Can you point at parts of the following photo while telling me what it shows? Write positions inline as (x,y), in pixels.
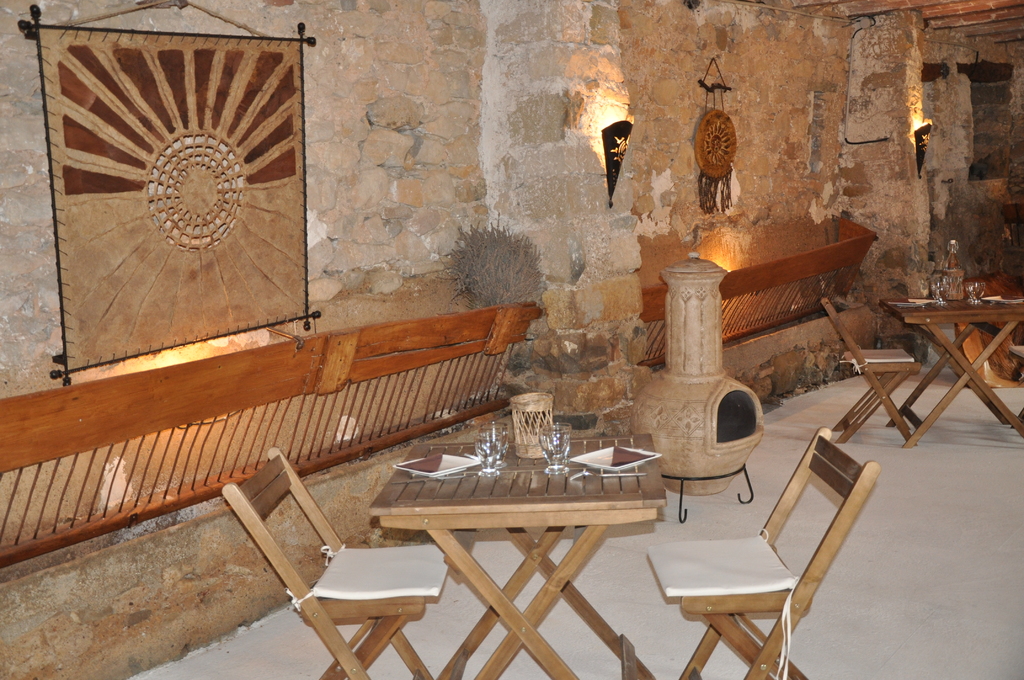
This image consists of chairs (415,585) and tables (527,517). In the background (816,121), there is a wall (834,114) on which we can see a tapestry (177,286) hanging. And we can see a fence (354,385) made up of wood (257,389). At the bottom (918,571), there is a floor (907,573) in white color. At the top (1012,10), there is roof (1018,23). The wall (516,183) is made up of rocks (567,305). In the middle (661,404), there is an object (661,384). It looks like a boiler (695,409).
